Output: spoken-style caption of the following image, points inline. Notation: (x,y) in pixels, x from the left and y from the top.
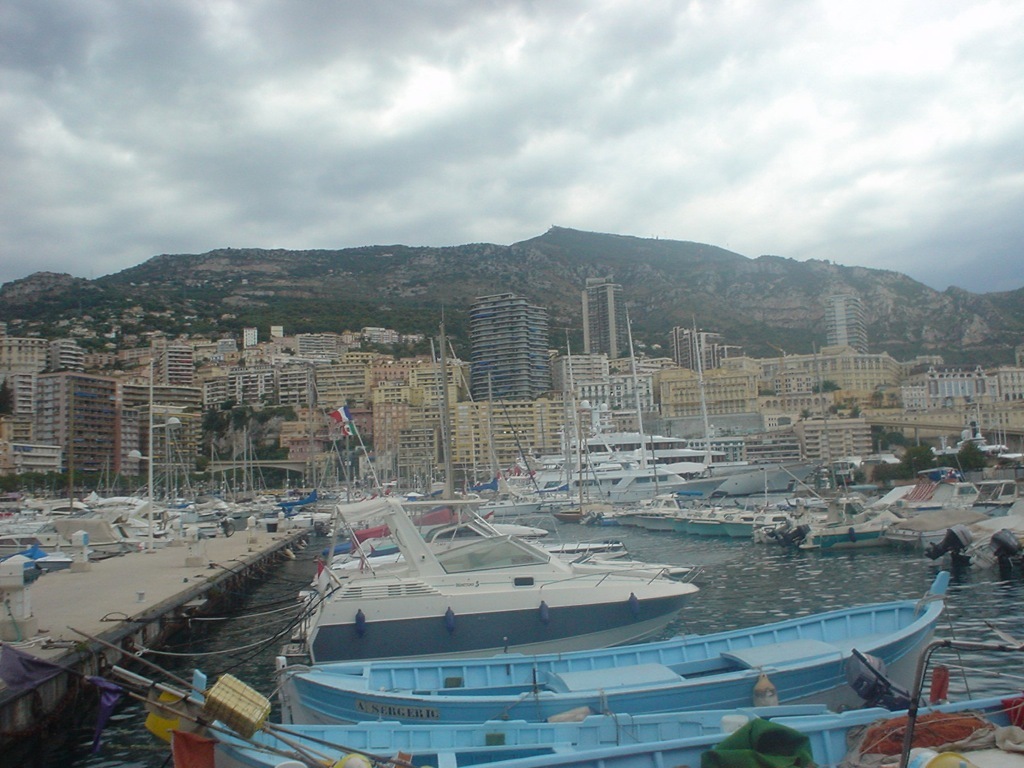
In this image at the bottom (562,634), there are boats (527,601), water (753,605), bridge (172,578). In the middle (482,376) there are buildings (486,416), boats (640,475), flags (336,413), hills (336,253), trees (951,460), sky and clouds (352,155).
